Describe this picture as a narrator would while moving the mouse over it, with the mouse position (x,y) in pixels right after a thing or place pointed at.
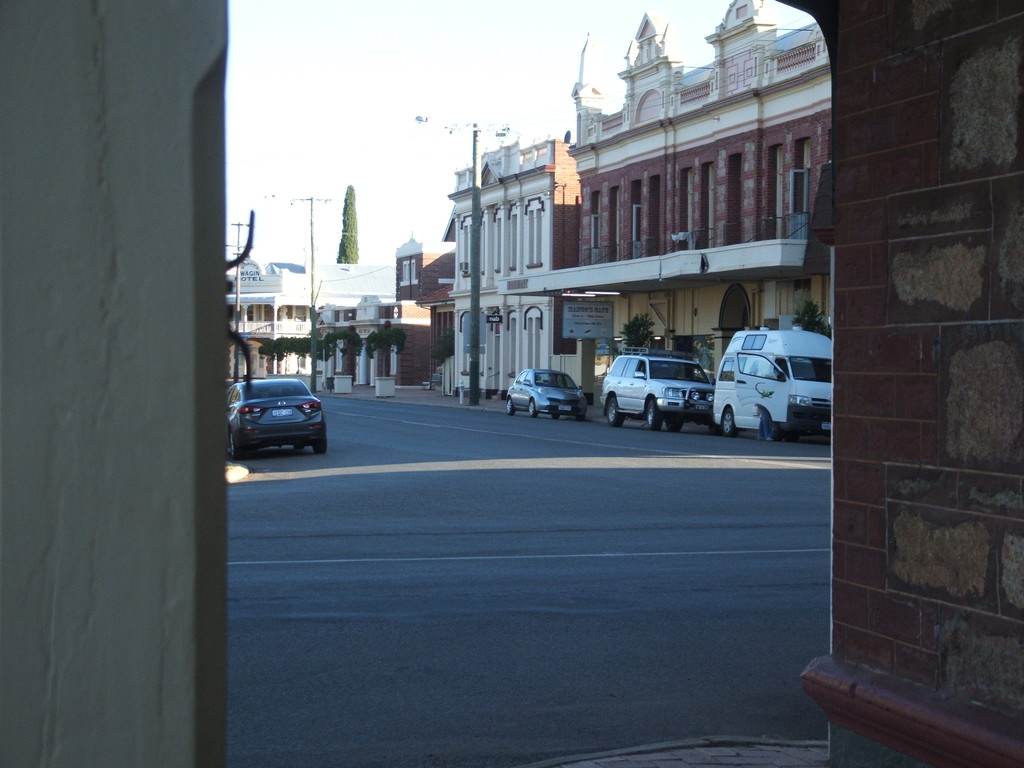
In this image in the front (126,442) there are walls (846,530). In the center (670,411) there are vehicles (656,409) on the road (326,406) and there are buildings (383,307), poles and there is a tree (341,246).
